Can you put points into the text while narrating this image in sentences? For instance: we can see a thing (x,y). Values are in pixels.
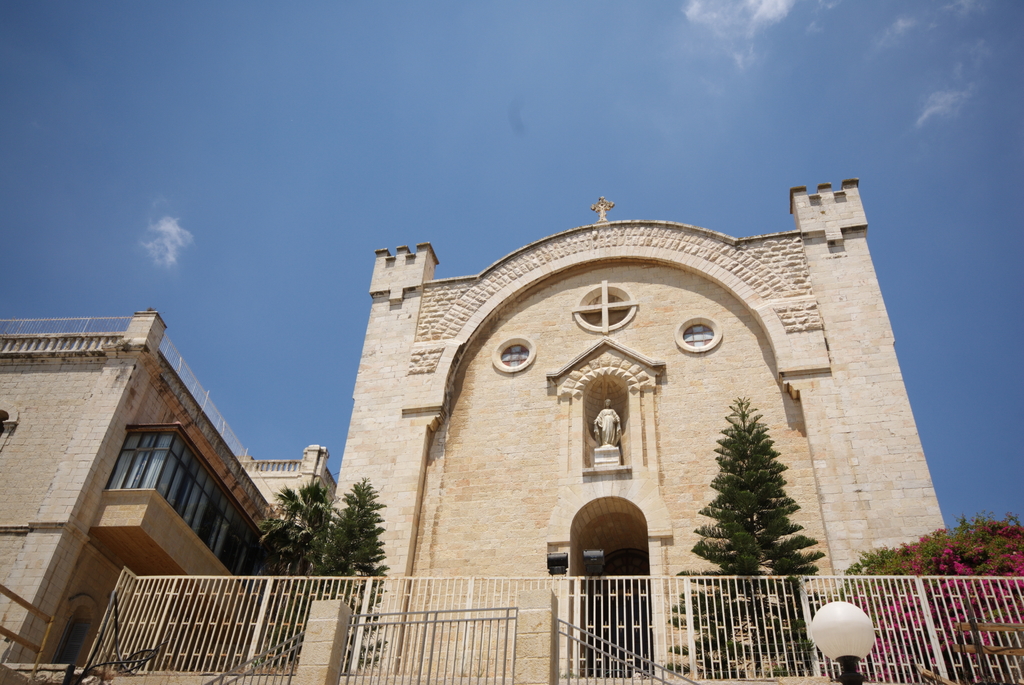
In this picture we can see some buildings (59,625) and one church (537,533), in front of the church (348,488) there is a fencing (429,658) and trees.
